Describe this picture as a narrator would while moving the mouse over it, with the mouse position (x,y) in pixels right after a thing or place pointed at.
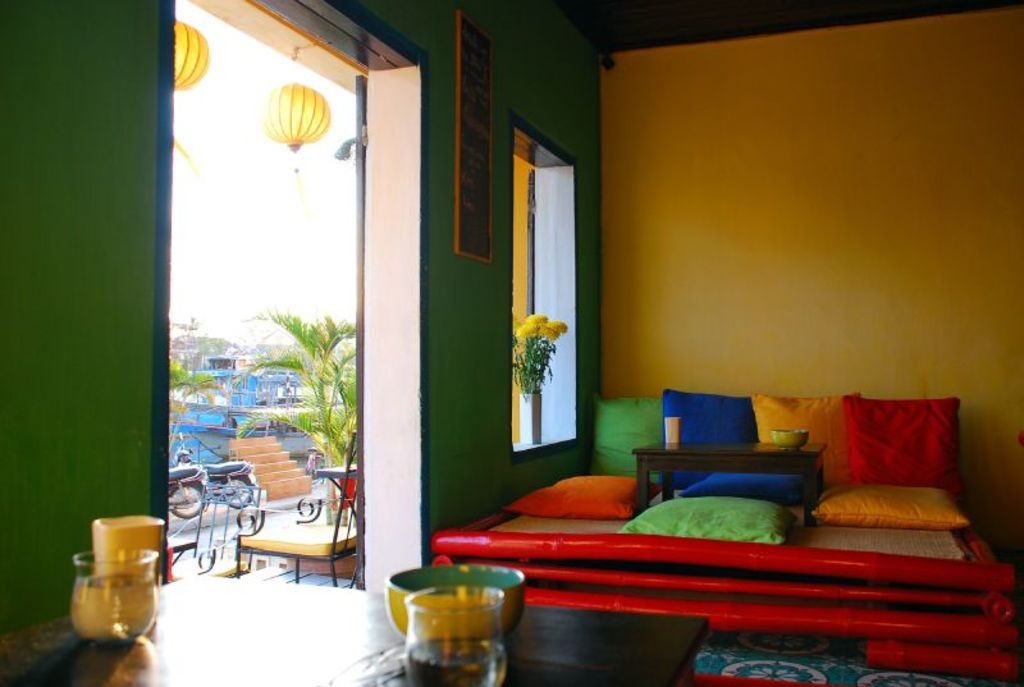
A restaurant (498,410) in which tables (706,457) are arranged in such a way that people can sit around them in squatting position.
